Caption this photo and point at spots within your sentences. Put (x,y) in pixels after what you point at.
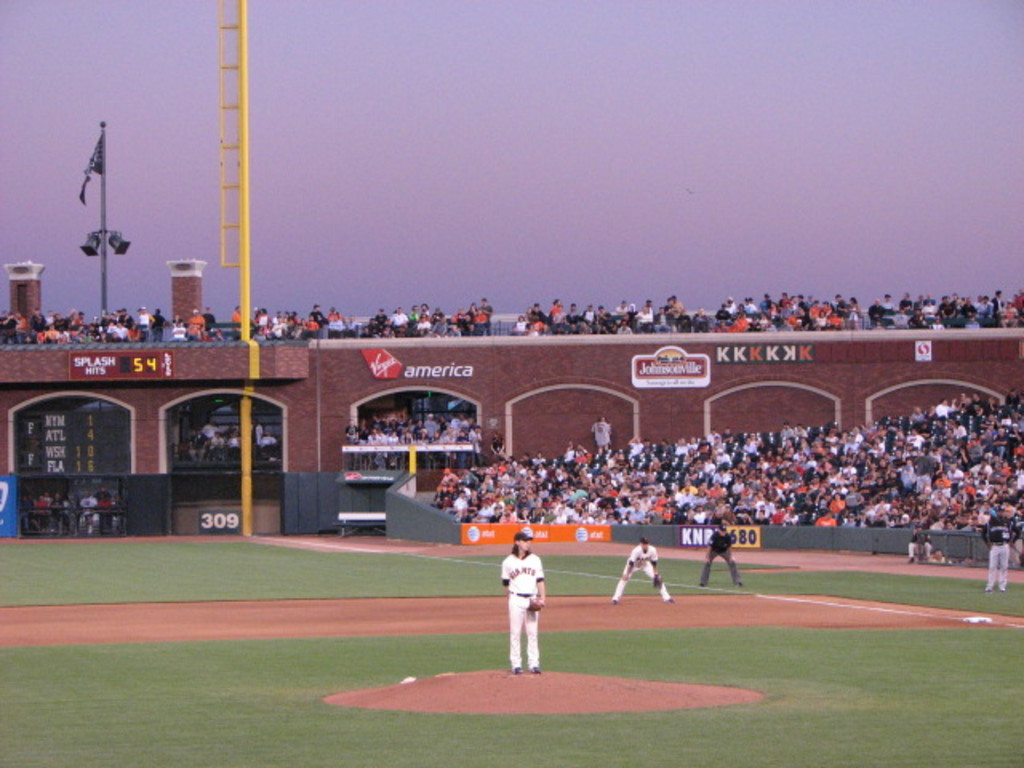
In the center of the image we can see a few people (619,588) are standing on the ground (479,661). In the background (741,277), we can see the sky (548,89), one building (650,346), pillars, poles (244,317), banners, few people (669,444) are sitting, few people (607,446) are standing and a few other objects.
